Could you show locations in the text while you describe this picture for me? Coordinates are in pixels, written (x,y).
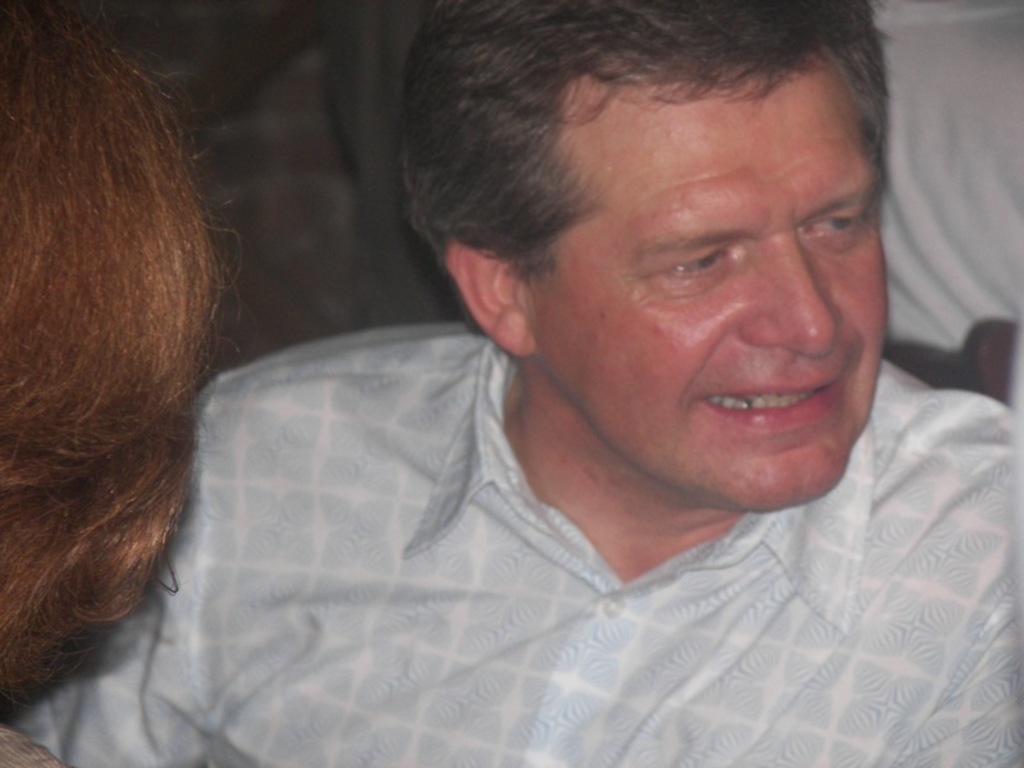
This image is taken indoors. On the left side of the image (45,529) there is a hair (103,214) of a person (61,295). In the middle of the image (583,355) a man (695,380) is sitting on the chair (941,355). On the right side of the image (939,200) there is a person (965,215).
